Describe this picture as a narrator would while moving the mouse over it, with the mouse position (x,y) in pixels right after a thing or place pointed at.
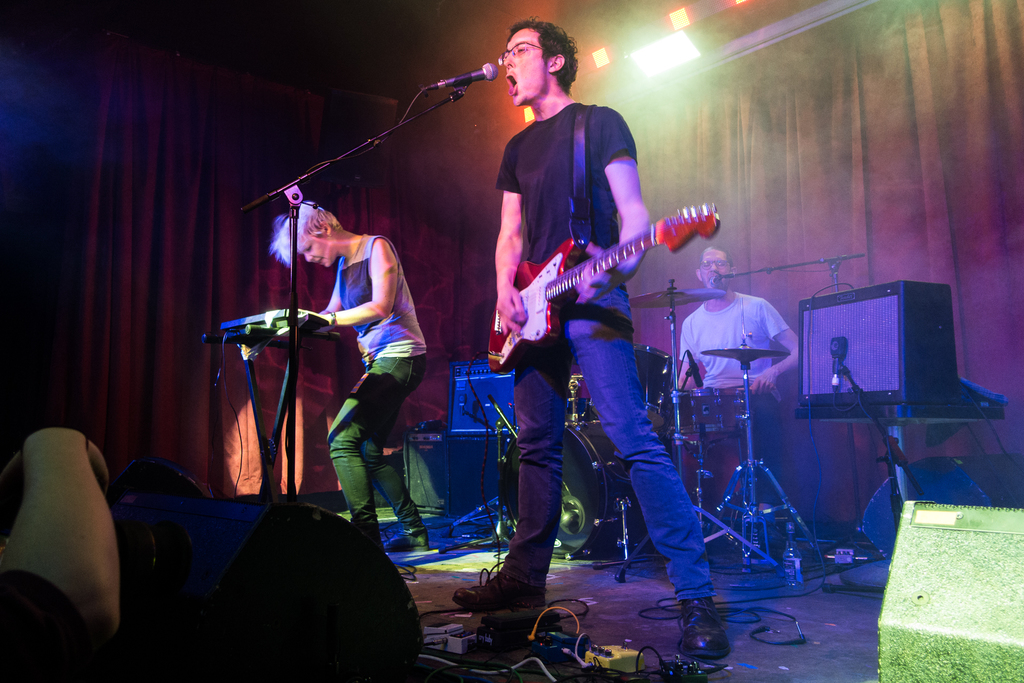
In the image we can see two persons (498,273) were standing and one holding guitar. In front there is a microphone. In the bottom (120,593) we can see one person's (52,590) holding camera (170,593). In the background (695,139) there is a wall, light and few musical instruments (868,506).
